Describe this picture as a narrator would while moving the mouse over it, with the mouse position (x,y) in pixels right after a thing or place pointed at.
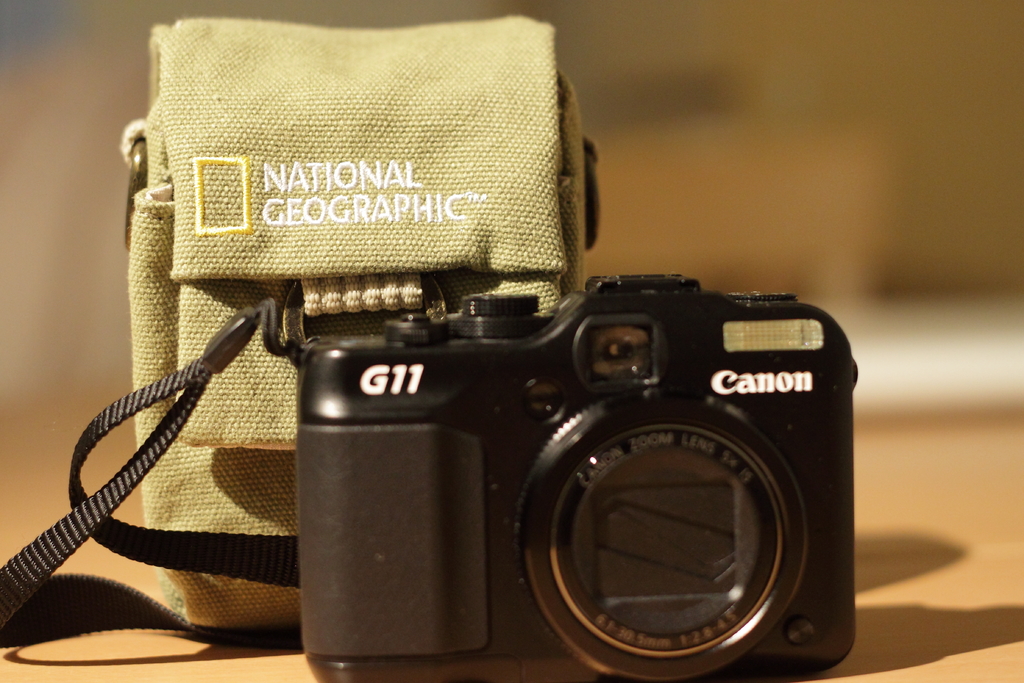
In this picture we can see a bag (358,304), camera (400,404) and these two are placed on the surface (88,646) and in the background (717,86) it is blurry.
